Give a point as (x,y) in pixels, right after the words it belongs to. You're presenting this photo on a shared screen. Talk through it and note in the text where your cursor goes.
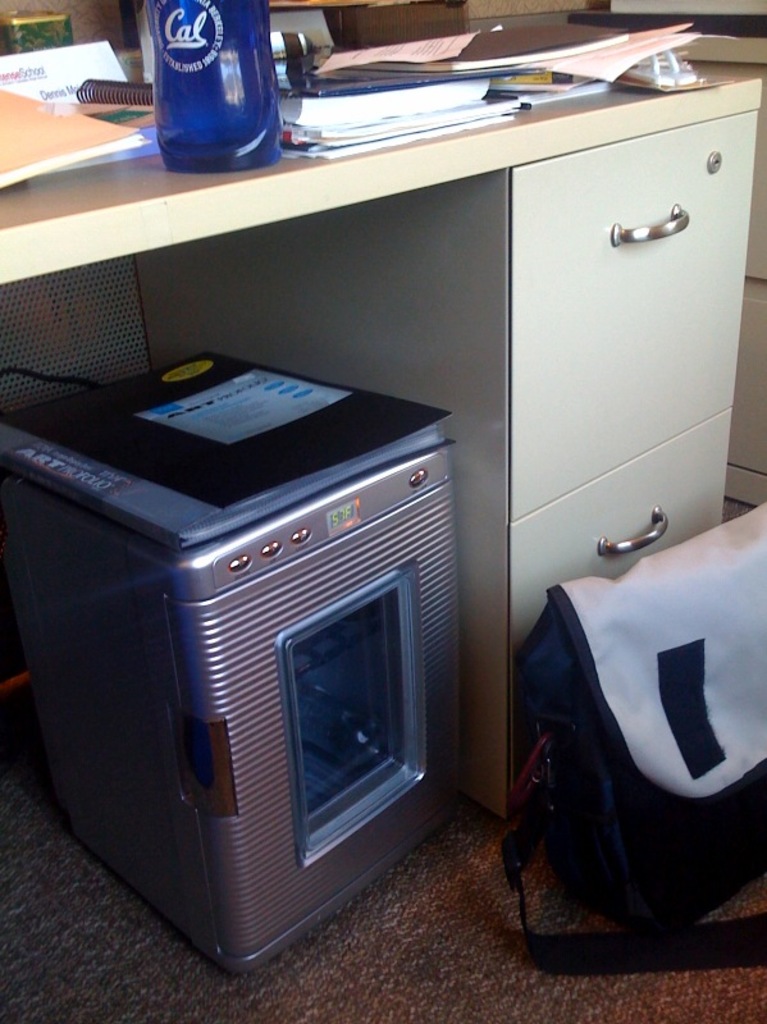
In this picture we can see a bag (562,874) on the ground (500,878). We can see a file (201,402) and a grey object (249,513) on a machine (300,562). There is a bottle (167,160), books (88,148) and other objects (465,47) on a desk (247,178). We can see a white object (758,220) on the right side (754,339).
